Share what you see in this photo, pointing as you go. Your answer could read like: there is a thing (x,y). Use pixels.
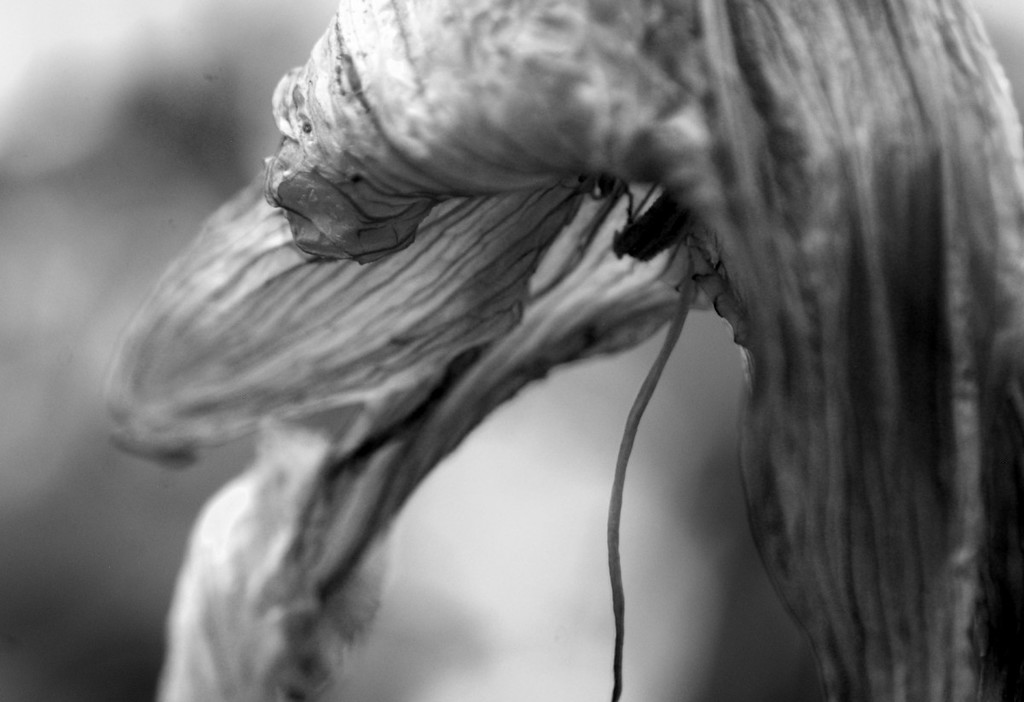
This is black and white picture, we can see insect (616,246) and flower (414,189). In the background (184,190) it is blur.
